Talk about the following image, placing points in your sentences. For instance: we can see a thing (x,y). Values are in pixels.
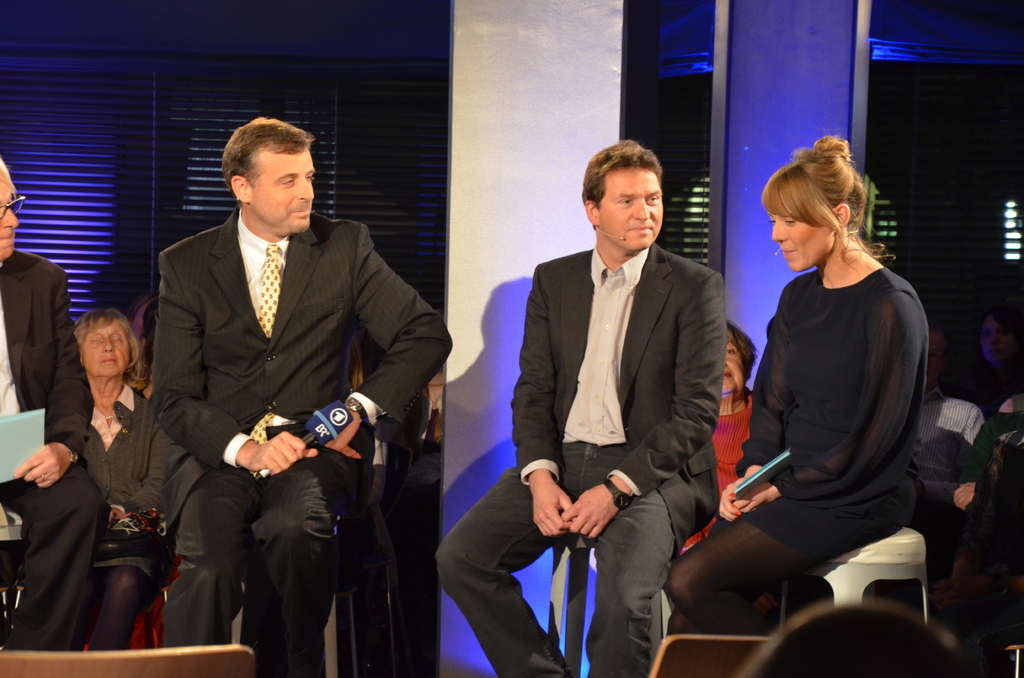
In this image, there are a few people (630,450). Among them, some people (258,141) are holding a few objects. We can see a pillar (496,133) and the wall (309,51) with the window blind (9,137). We can also see an object (763,16) with some light (754,210). We can also see some objects (166,649) at the bottom (195,649).
